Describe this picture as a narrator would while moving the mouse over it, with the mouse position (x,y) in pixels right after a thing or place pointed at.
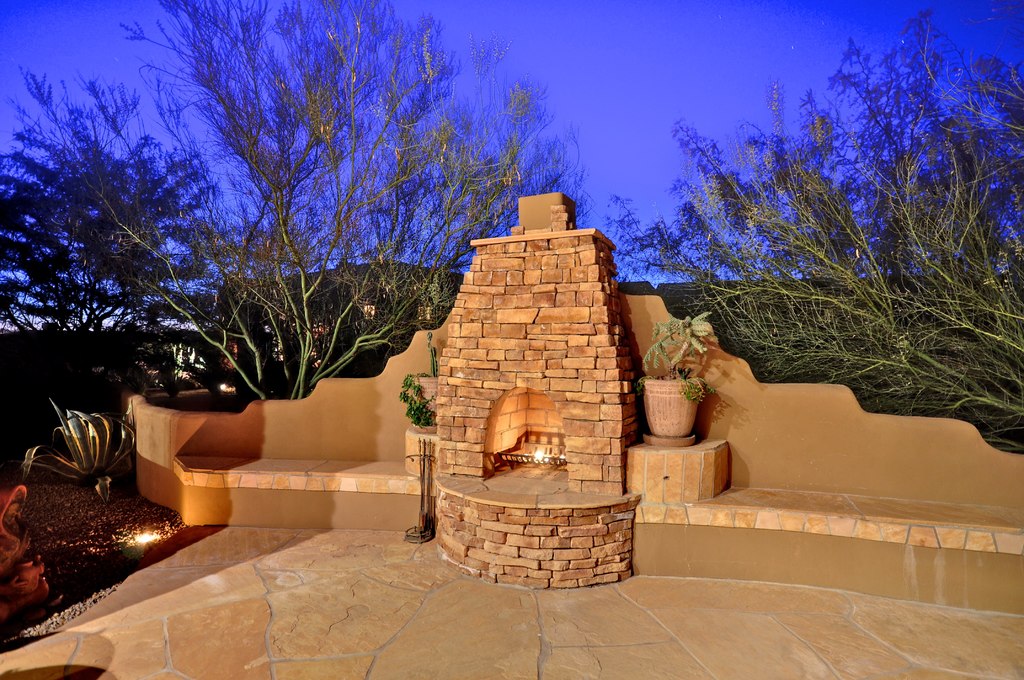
In the image there is a floor (846,600), behind the floor (799,614) there is some brick work (498,366) and there is a light (547,454) inside the arch (533,400) of the bricks (527,414), on the either side of the bricks (540,382) there are plants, in the background (352,373) there are trees (773,222).
